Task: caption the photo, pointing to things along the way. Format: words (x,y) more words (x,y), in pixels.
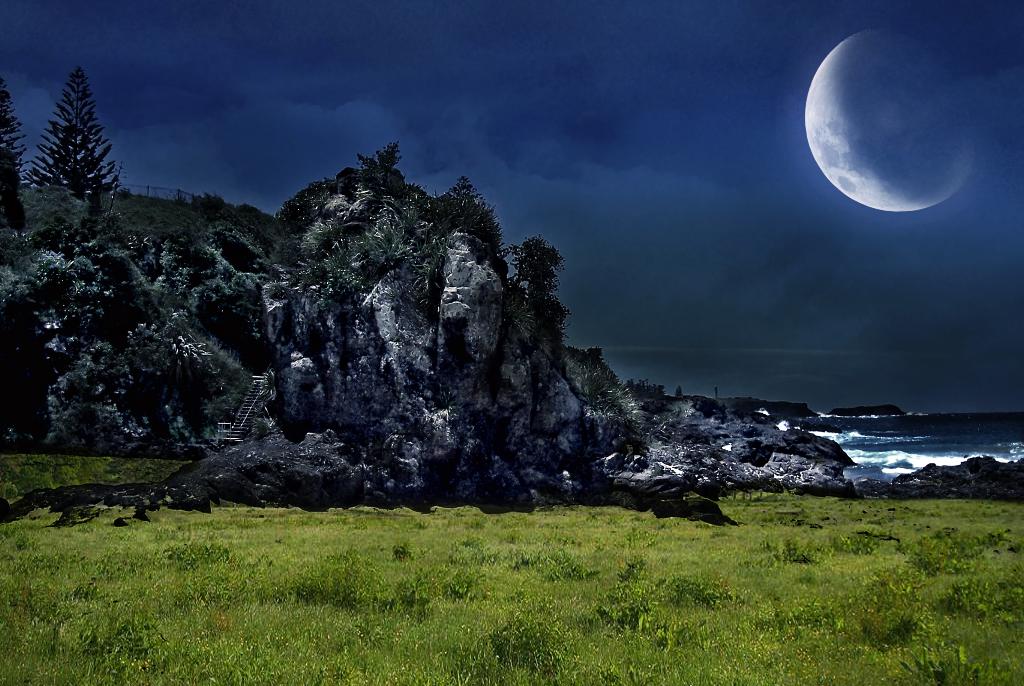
In the image there is a grass surface (462,546), behind that there are huge rocks (452,347) and on the rocks (498,319) there are plants (388,183) and trees (84,148), on the right side (906,428) there is a water surface (951,430).
